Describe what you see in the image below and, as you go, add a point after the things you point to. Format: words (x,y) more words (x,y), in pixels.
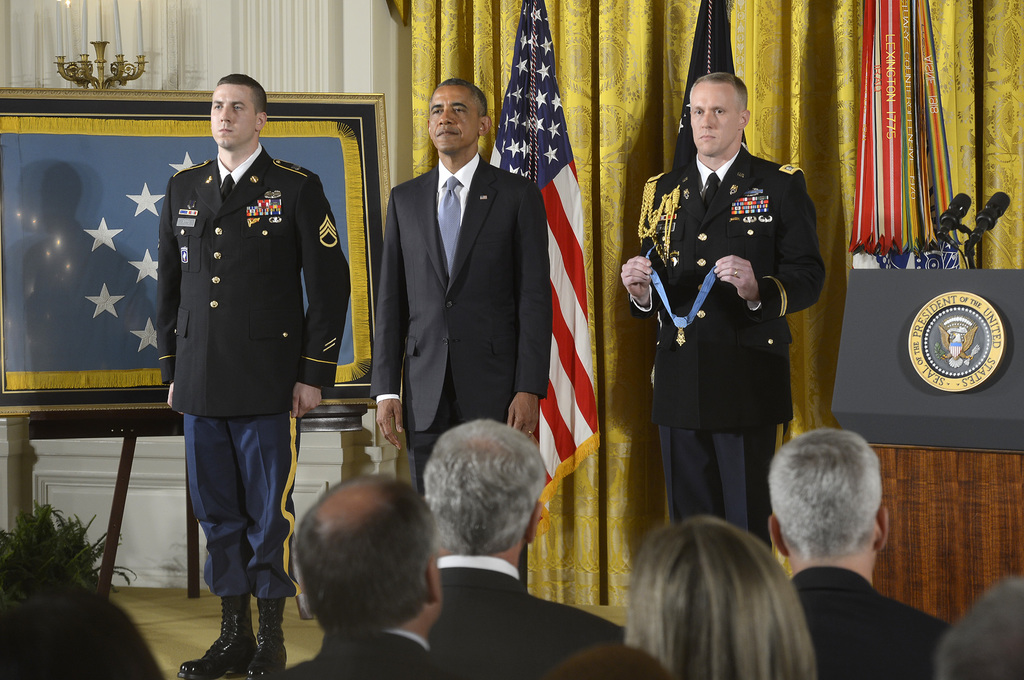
In this picture I can see a group of people (514,469) among them three men (406,244) are standing. This people (279,247) are wearing uniforms (255,281) and this person (460,315) is wearing a suit (462,303). Here I can see a man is holding a medal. In the background (510,95) I can see curtains (608,96), flags (535,113), microphones (947,237) on the podium (962,340) and a photo (99,288) of a flag (132,204).
